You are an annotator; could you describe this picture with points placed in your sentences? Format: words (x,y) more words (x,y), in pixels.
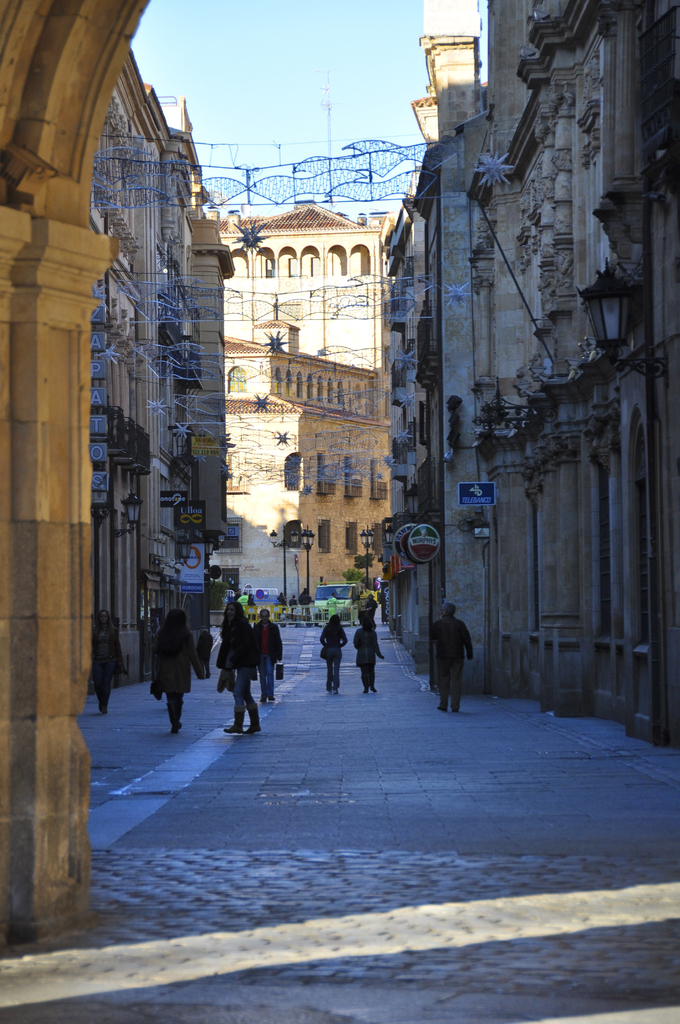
In this image, I can see few people (178,723) on the path (134,827) and lot of buildings (628,31) over here and few street lights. In the background (289,135) there is the sky (394,172).
